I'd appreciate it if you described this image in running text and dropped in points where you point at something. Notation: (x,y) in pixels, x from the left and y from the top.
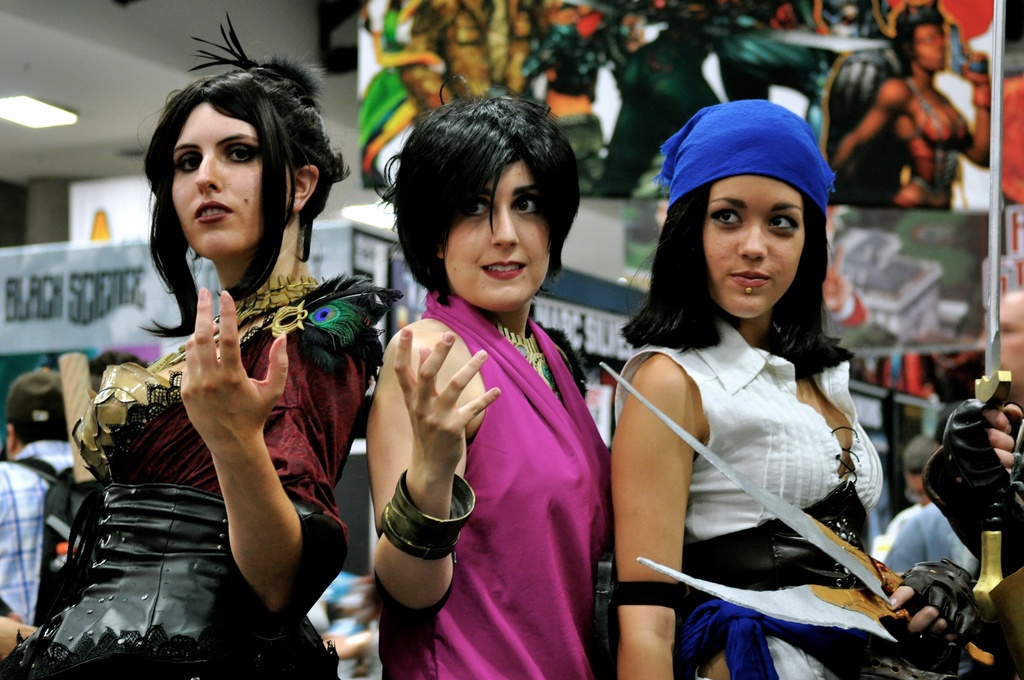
In this image in the foreground (389,485) there are three women (514,307) standing and they are wearing some costumes (858,464). In the background (1010,172) there are some boards (952,228) and some persons (1003,364), buildings (24,231) and some other objects (4,371).
